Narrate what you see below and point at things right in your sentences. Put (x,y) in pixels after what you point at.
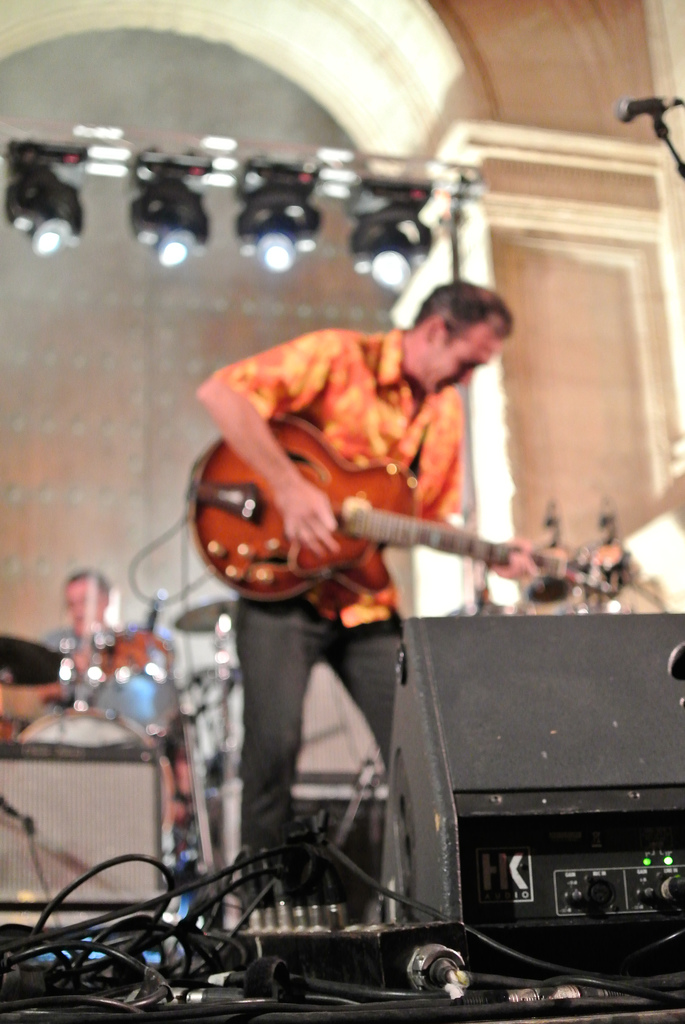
This image is taken on a stage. There are two persons (369,410) on the stage (222,691). In the middle of the image (445,421) a person (223,405) standing holding a guitar (307,473) and playing a music. At the back (201,614) a man (83,589) sitting on a chair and playing drums (104,726). At the bottom of the image (222,878) there are many wires (545,1011). At the top of the image (174,3) there are few lights (34,147) and an arch (382,18).
